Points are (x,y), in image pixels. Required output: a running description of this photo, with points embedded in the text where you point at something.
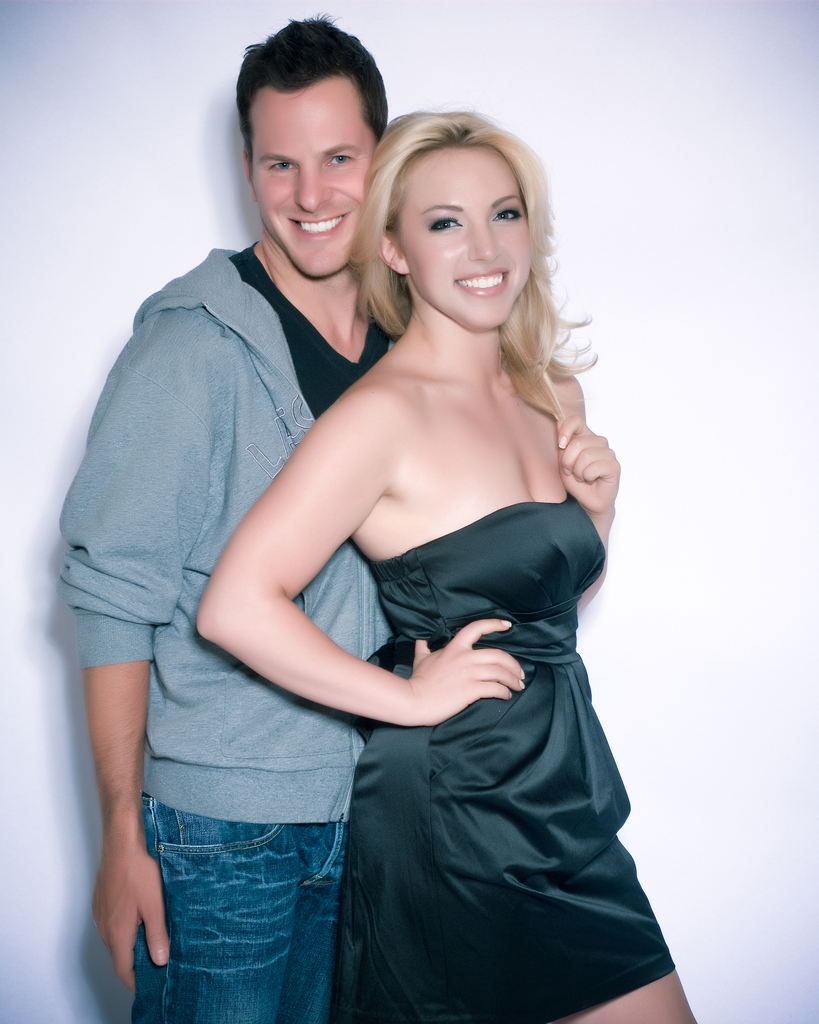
In this picture we can see two people (176,550) are standing and smiling.
